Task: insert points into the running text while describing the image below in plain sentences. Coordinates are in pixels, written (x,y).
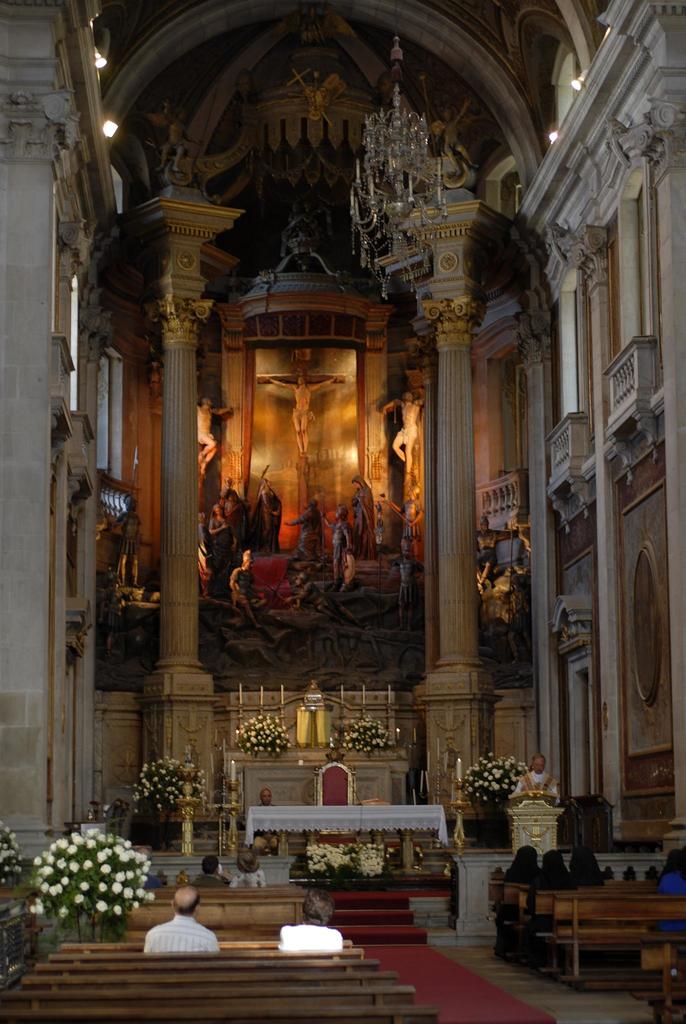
This is an inside view of a church (234,729). At the bottom (231,985) I can see few people (198,926) are sitting on the benches (260,966). In the front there is a table (330,821) which is covered with a cloth (317,814) and also I can see a chair (325,796). Around these I can see few flower plants (163,782). At the top (184,301) there are some pillars (445,582) and I can see few statues (336,528). At the top of the image (405,169) there is a chandelier (392,170) which is hanging.
